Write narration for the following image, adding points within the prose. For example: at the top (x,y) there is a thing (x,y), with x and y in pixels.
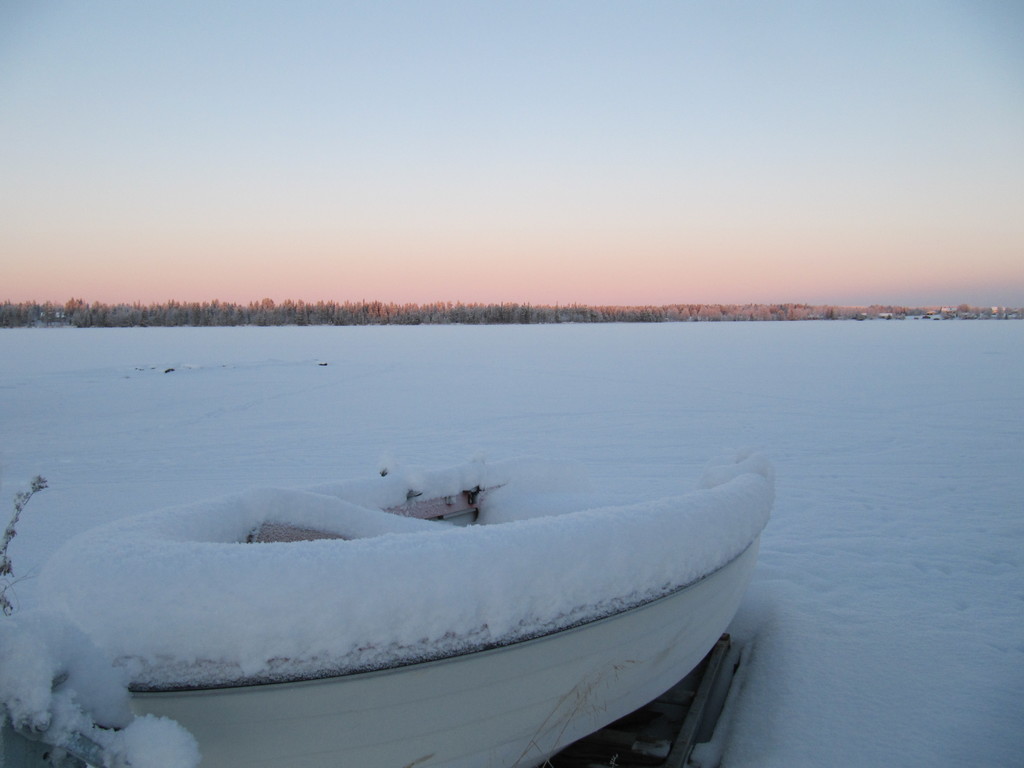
There is a white color boat (416,685), on which, there is a snow (725,497). Beside the boat (644,635), there is a snow surface (356,335) on the ground (829,370). In the background (969,319), there are trees (556,314) and there is blue sky (763,53).
